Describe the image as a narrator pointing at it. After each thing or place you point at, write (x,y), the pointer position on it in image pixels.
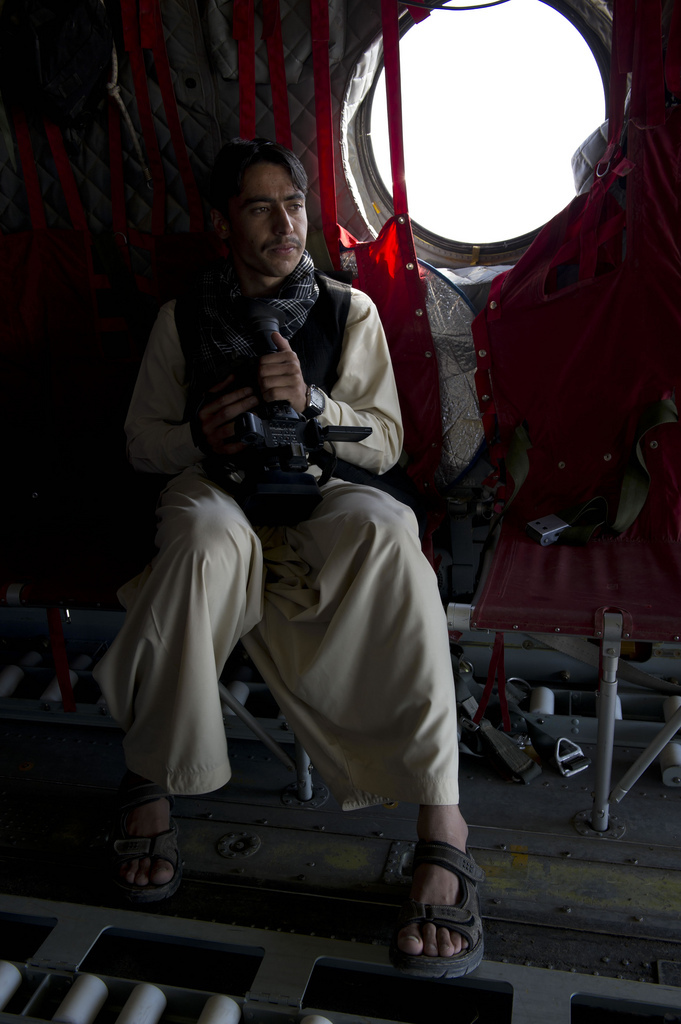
This is the picture of a person (318,568) who is holding some thing (268,458) and sitting and behind there is a window (458,195) and some red color cloth (633,216).
